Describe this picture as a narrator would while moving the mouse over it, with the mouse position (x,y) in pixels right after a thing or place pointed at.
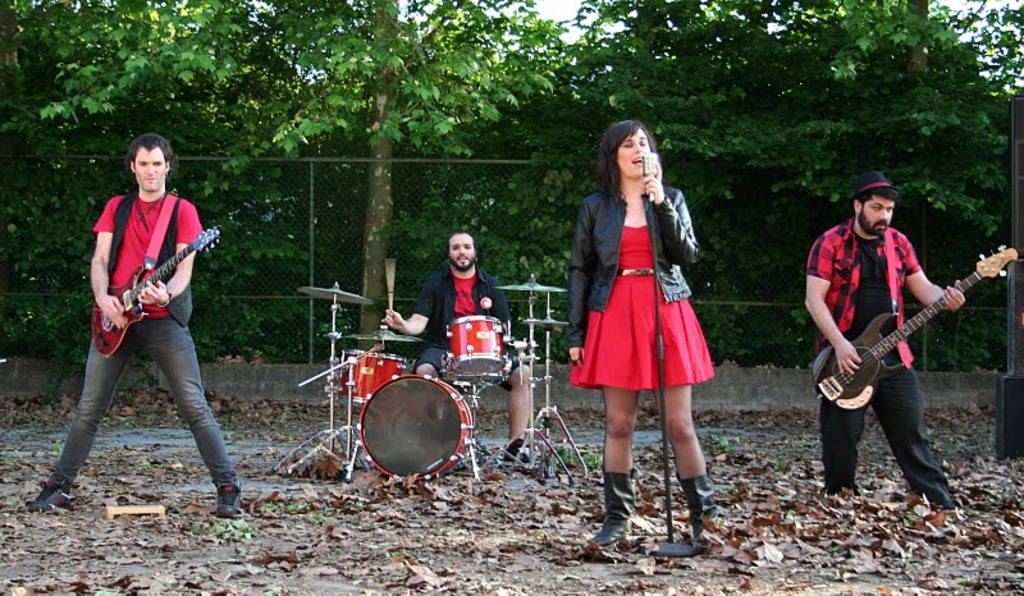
In this image I can see four people (835,237) where two of them are holding guitars (949,305) and one is holding a mic (646,156). In the background (430,345) I can see a man (412,317) is sitting next to a drum set (481,363). I can also see number of trees (681,51).
